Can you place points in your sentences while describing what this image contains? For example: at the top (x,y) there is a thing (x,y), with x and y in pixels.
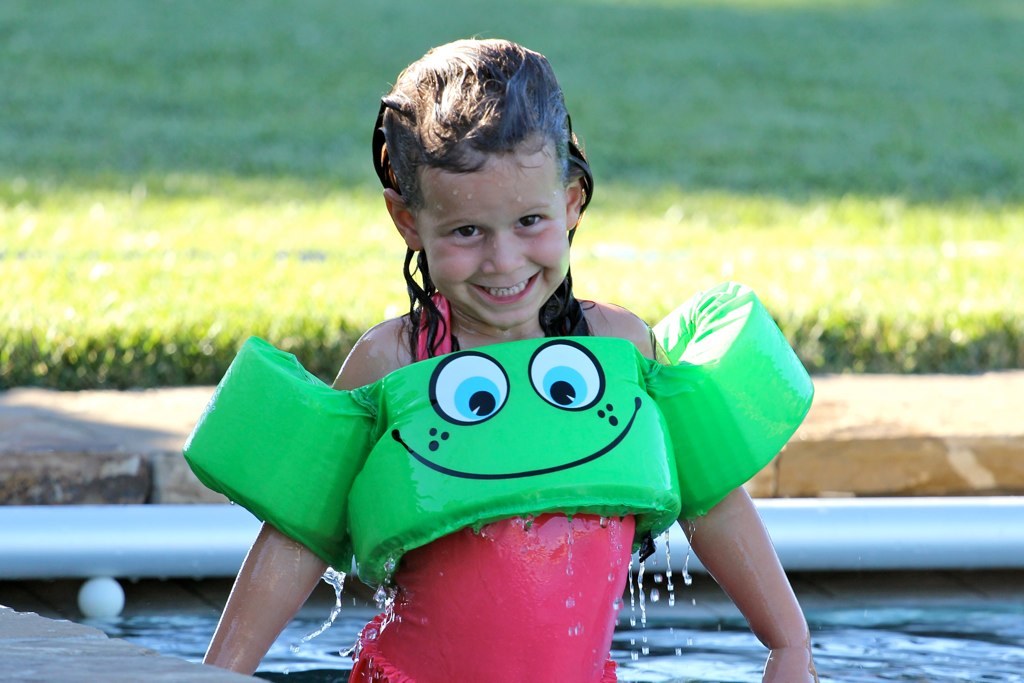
In this image there is a girl (551,595) standing. She is smiling. There is water (301,636) around her. Near to the water (845,633) there is a pipe (50,533). Behind the pipe (908,521) there's grass (198,180) on the ground (113,252).
